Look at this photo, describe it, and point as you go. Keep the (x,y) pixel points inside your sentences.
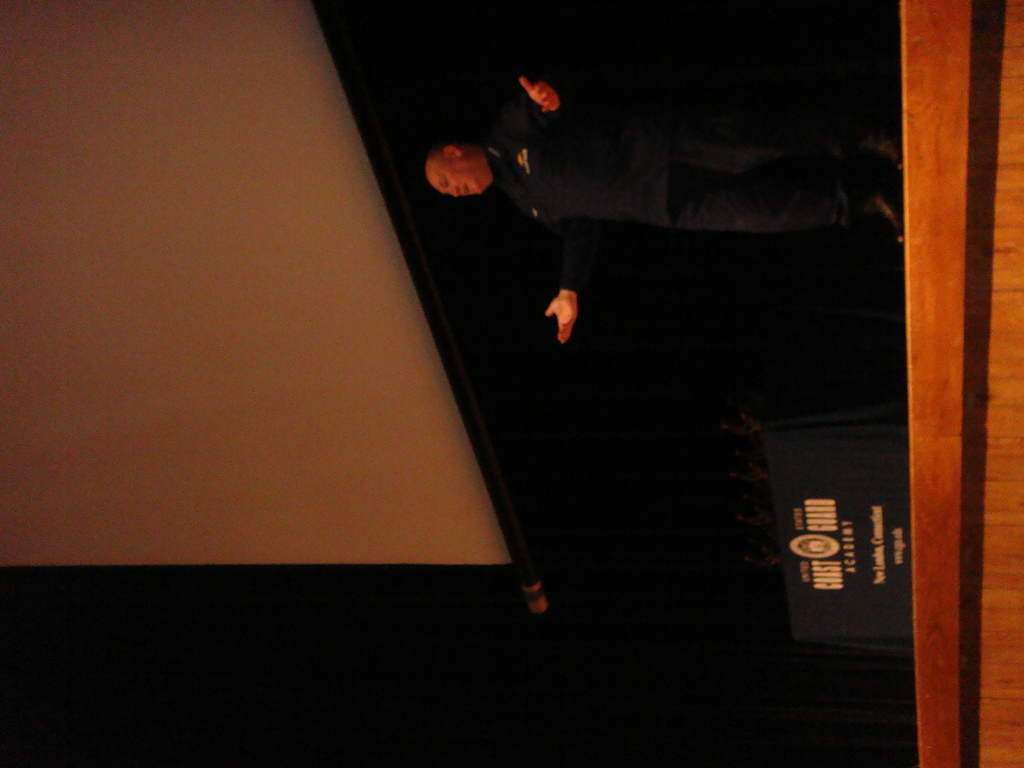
In this picture we can see a person (581,247) standing on the stage (909,222). There is some text (825,516) and a few objects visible on the blue cloth (861,608) at the back (865,566). We can see a projector screen (286,497) on the left side (183,338). The background (733,551) is dark.
